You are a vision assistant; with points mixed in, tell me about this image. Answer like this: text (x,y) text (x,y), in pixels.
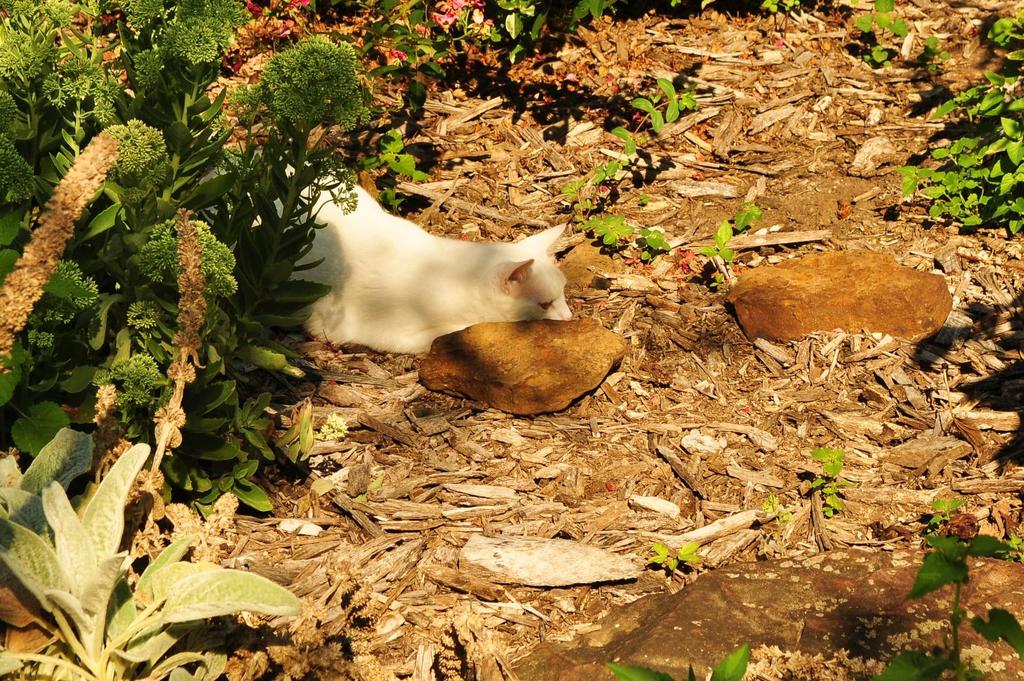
In this image there is a cat (411,317) lying on the ground (620,277) as we can see in the middle (442,309). There are some plants (297,123) in the background (575,17). There are some stones (800,294) in the middle of this image (621,334).
